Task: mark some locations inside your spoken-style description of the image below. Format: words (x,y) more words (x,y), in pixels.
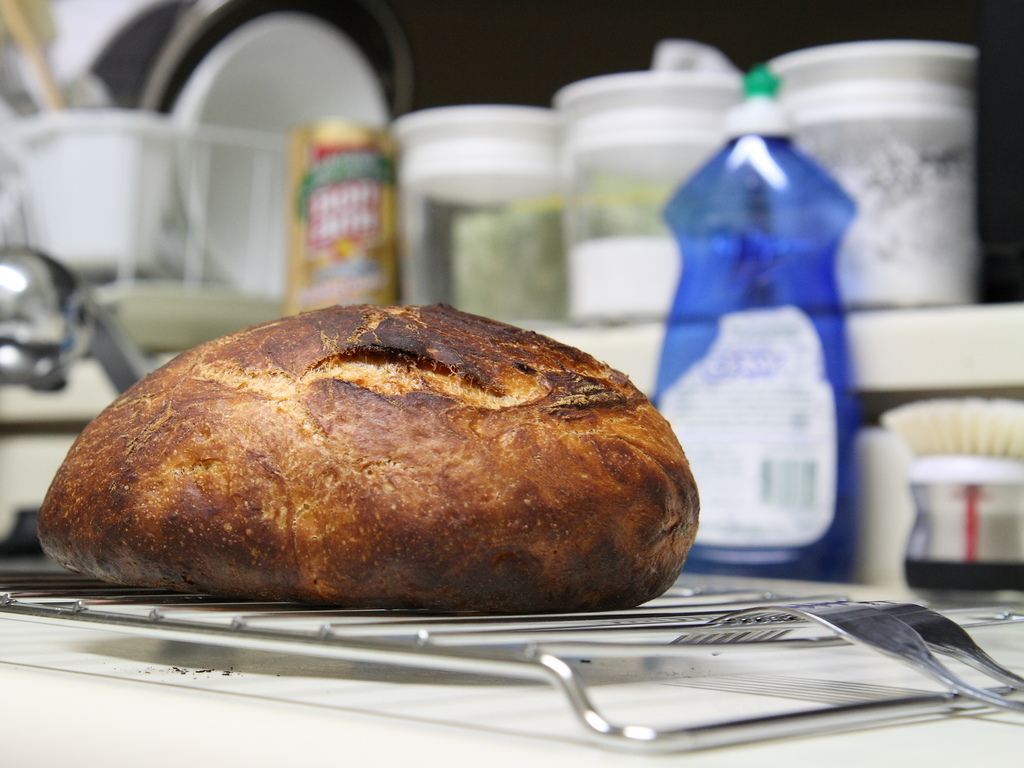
In this i can see a bread (335,554) kept on the table (151,714) and there are forks (856,616) kept on the table (852,673) and there are the bowls (565,213) visible on the back ground (251,199).
